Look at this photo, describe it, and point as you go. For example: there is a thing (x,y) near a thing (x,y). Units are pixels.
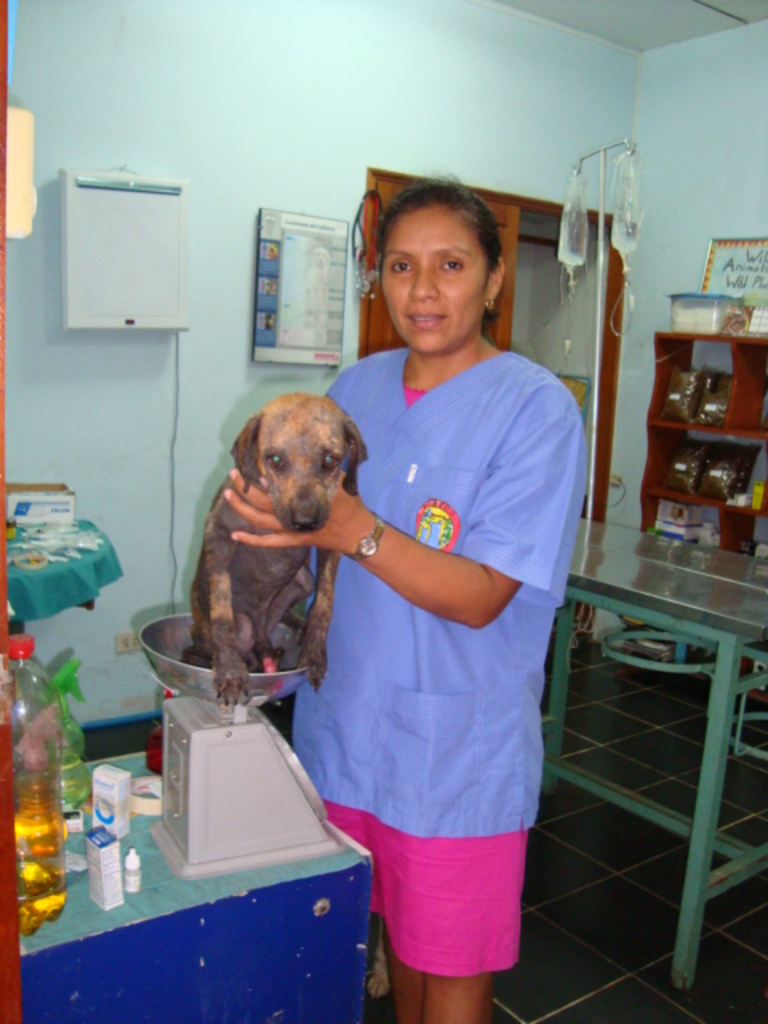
There is a woman (405,406) holding a puppy dog (226,533) and weighing her weight and there is a bottle (19,865) with some liquid (60,901) and behind her there are some Hospital machinery (627,531) or equipment (675,975).
